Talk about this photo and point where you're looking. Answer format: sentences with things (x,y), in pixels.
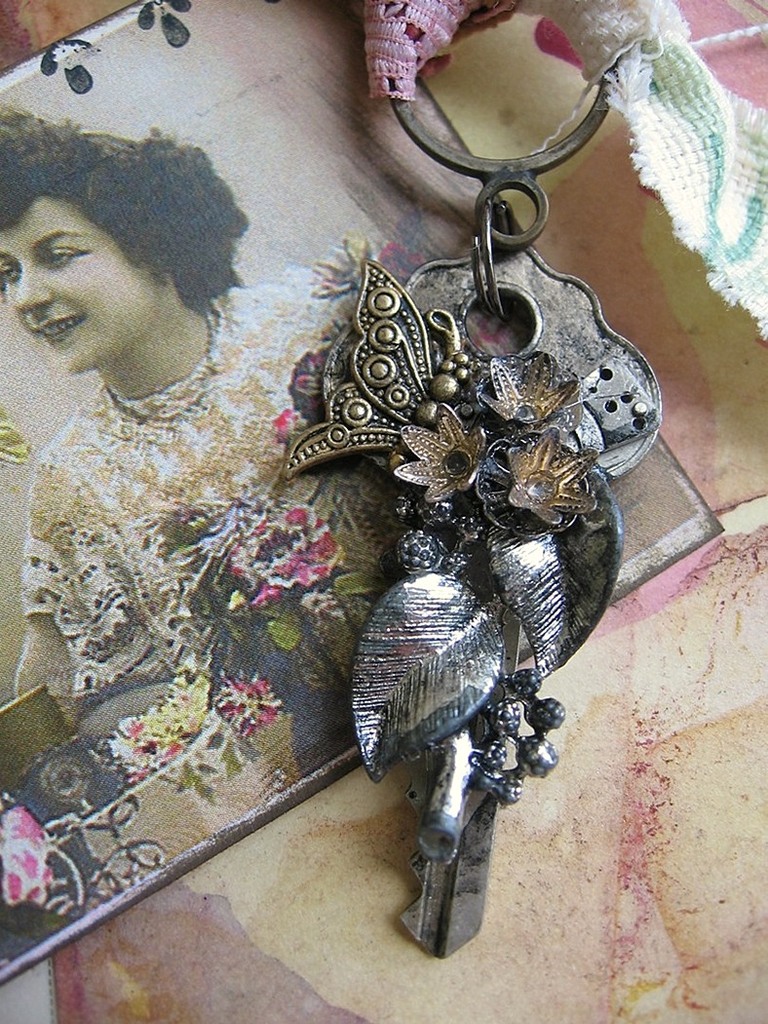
In the picture there is a photo (266,632) of a woman (307,337) present, there is a keychain (613,419) present.
